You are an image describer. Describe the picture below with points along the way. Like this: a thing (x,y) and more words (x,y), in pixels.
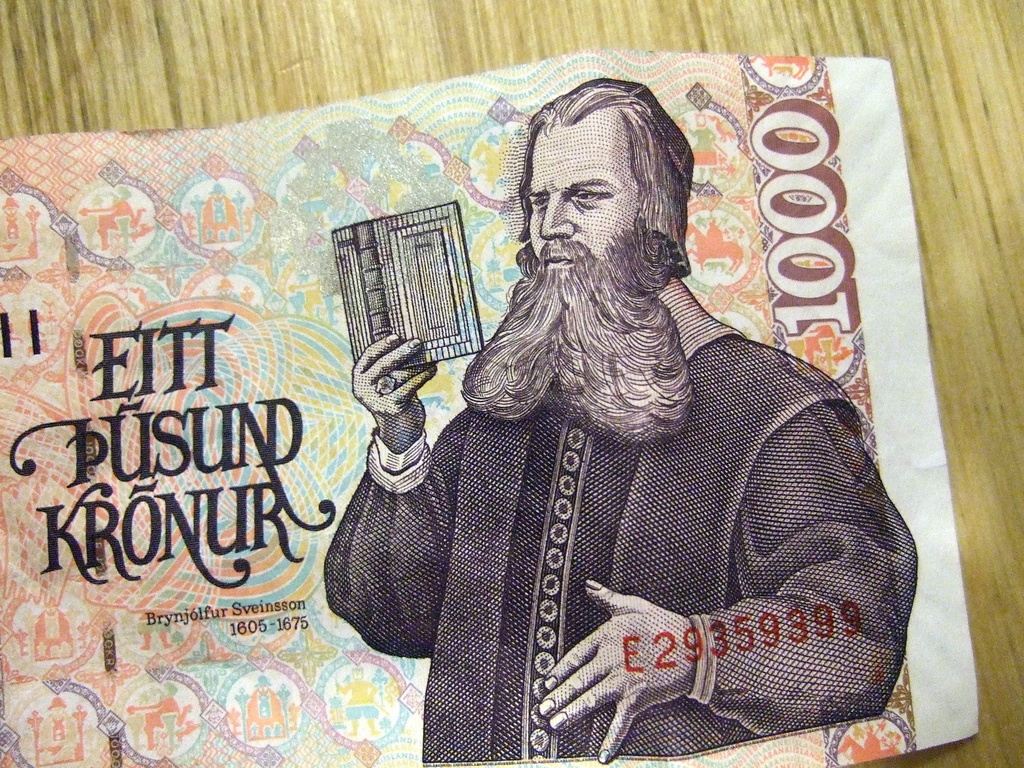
In this image, I can see a kronur banknote (693,396) on a wooden object (726,39).
